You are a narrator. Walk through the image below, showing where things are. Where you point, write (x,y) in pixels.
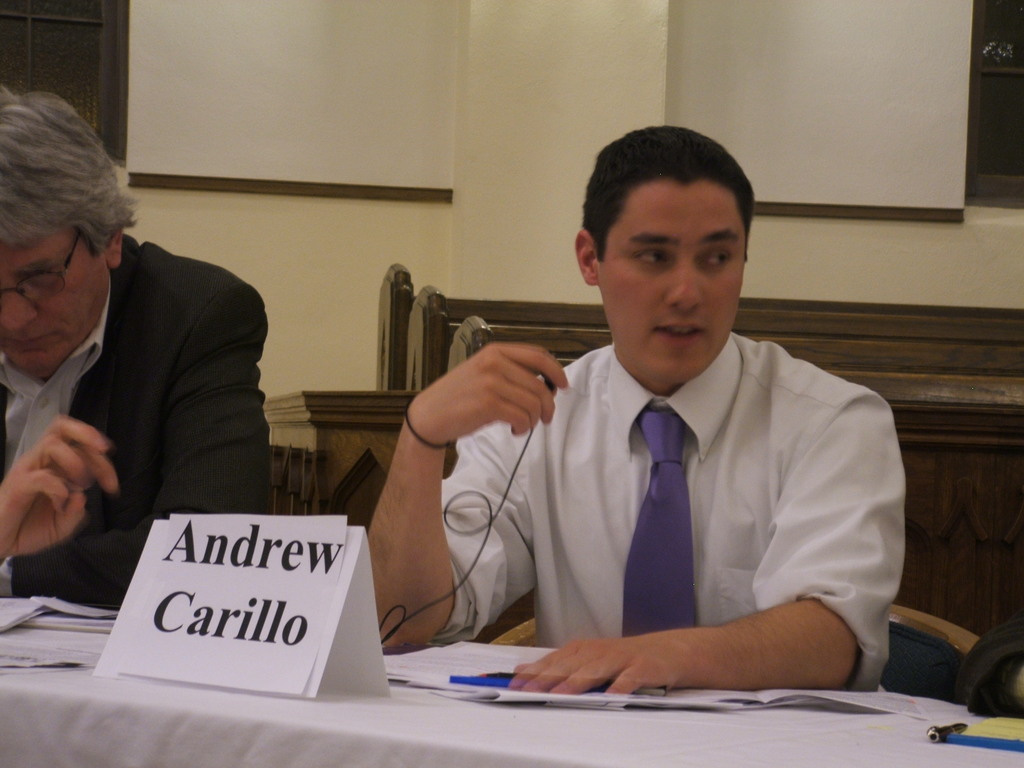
At the bottom of the image (187,636) there is a white surface (46,710) with name paper (126,595), pens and few papers (858,695) on it. Behind that there are two people (173,430) sitting. Behind them there are wooden objects (367,468). In the background (183,23) there is a pillar (602,3), screen (406,88) and windows (63,69).
